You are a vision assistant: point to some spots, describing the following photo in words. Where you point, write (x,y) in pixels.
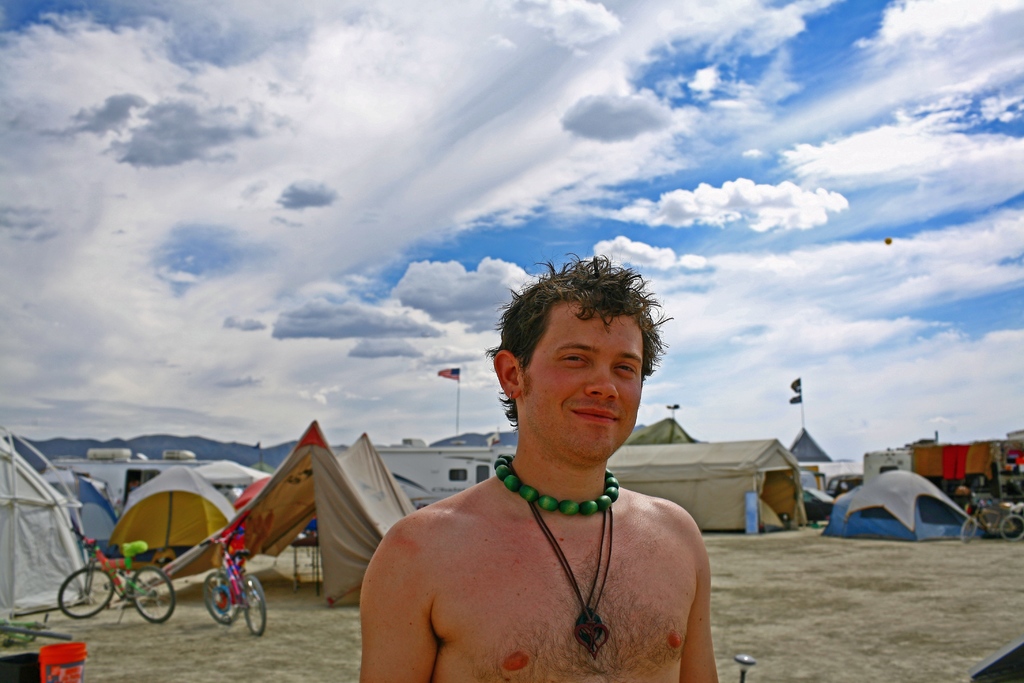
In the foreground of this image (532,623), there is a man (565,575). In the background (172,542), we can see few bicycles (154,583), tents (360,472), vehicles (147,473), flags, sky (508,273) and the cloud (486,83).
